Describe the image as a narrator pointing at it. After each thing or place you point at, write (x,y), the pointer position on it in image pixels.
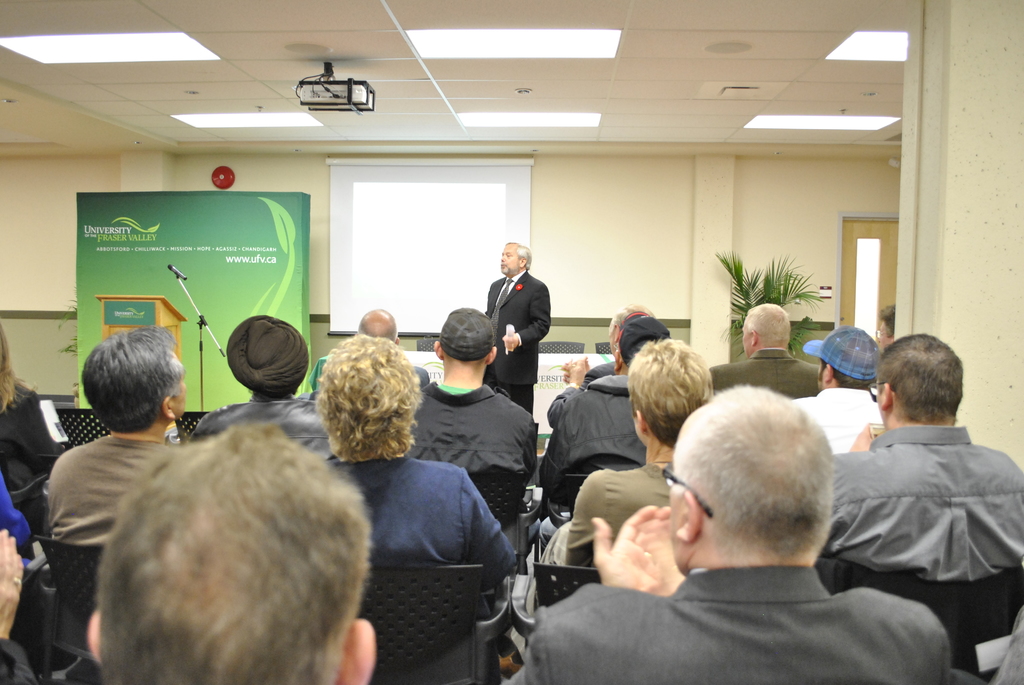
In this image there are people (393,485) sitting on the chairs (442,579). In front of them there is a man (525,330) standing. Behind him there are chairs (557,347) and a table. In the background (585,247) there is a wall (565,226). There is a projector board (507,227) hanging to the wall (570,213). To the left (206,223) there is a board (217,236) near to the wall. In front of that board (227,278) there is a podium (143,308). Beside the podium (141,303) there is a microphone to its stand (180,282). There are lights (101,45) to the ceiling (632,80). To the right (873,251) there is a door (875,262) to the wall (833,265). Beside the door (844,276) there is a houseplant (741,282).
